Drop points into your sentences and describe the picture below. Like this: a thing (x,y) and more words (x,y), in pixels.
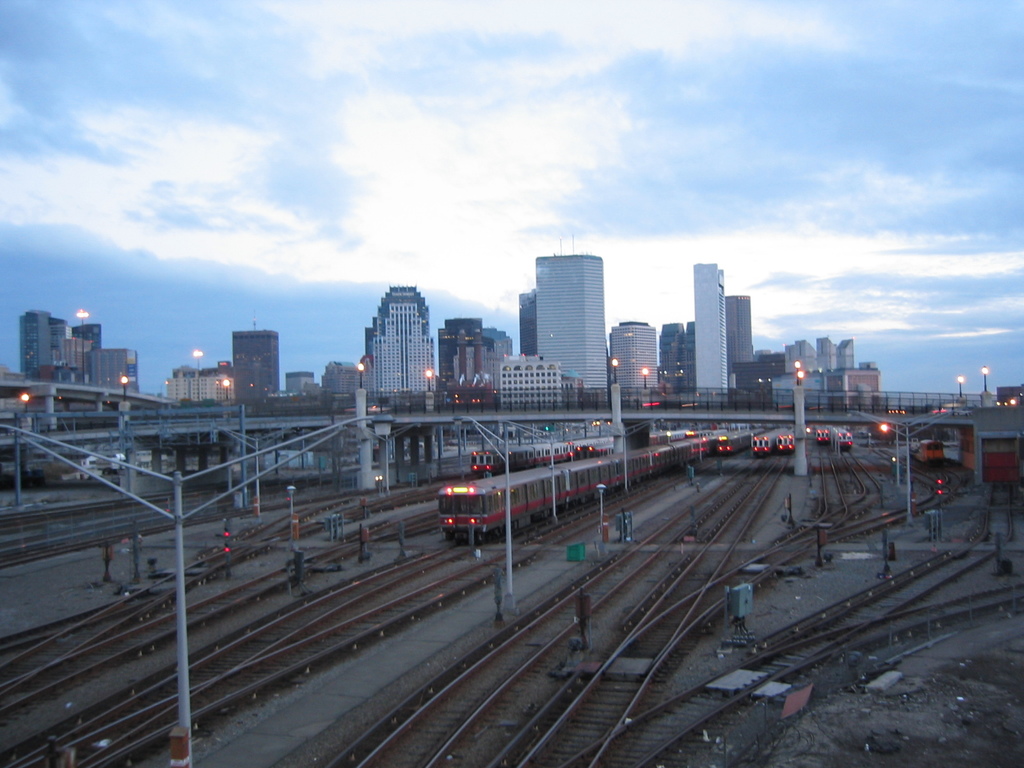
At the bottom of the image (52,645) there are some tracks (545,533). In the middle of the image (342,395) there are some poles (32,436) and locomotives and bridge (179,420). Behind the bridge (194,417) there are some buildings (999,397). At the top of the image (545,30) there are some clouds (629,15) and sky (99,150).
